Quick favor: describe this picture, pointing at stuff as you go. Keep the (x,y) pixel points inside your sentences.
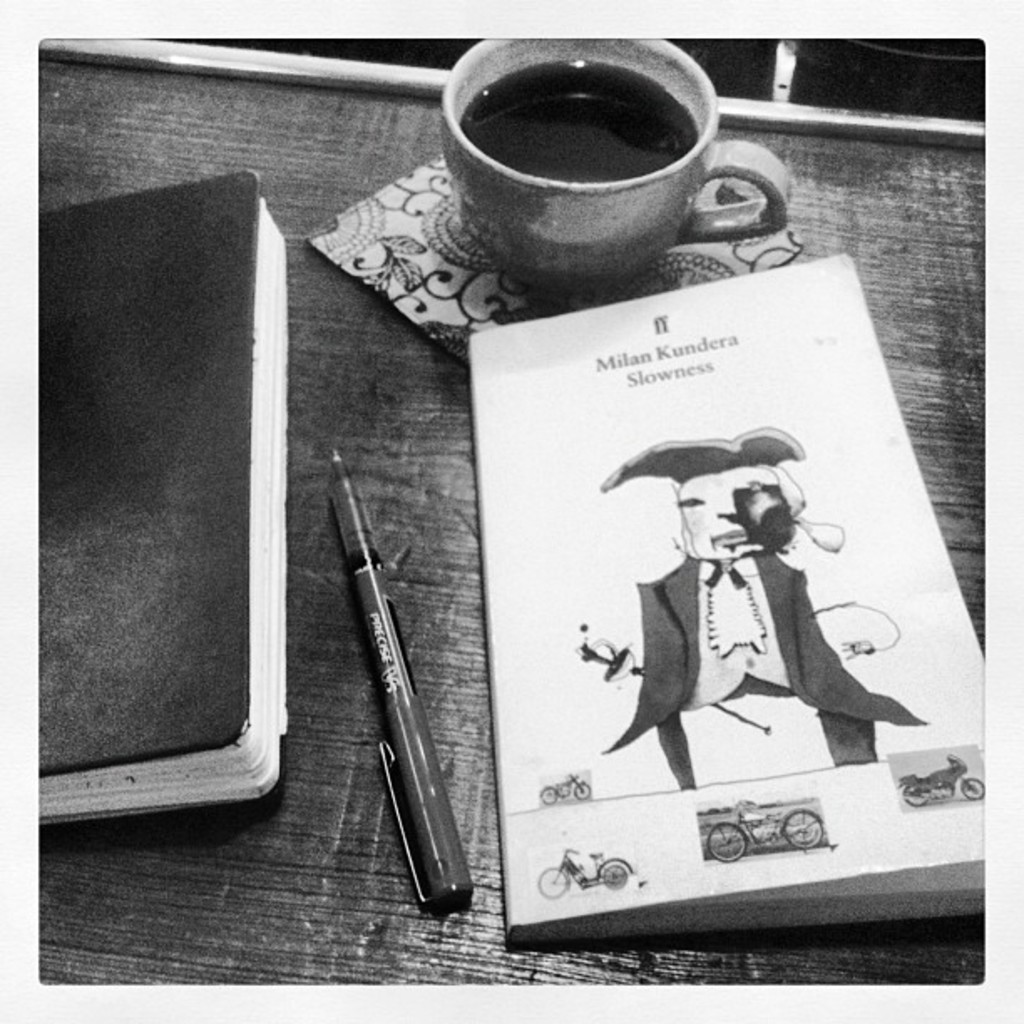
This is the black and white image where we can see diary (187,546), pen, notebook (540,730) on which we can see pictures (754,829) of motorbikes (724,832) and a cup (520,197) with a drink (634,166) in it are placed on the wooden table (401,938).
